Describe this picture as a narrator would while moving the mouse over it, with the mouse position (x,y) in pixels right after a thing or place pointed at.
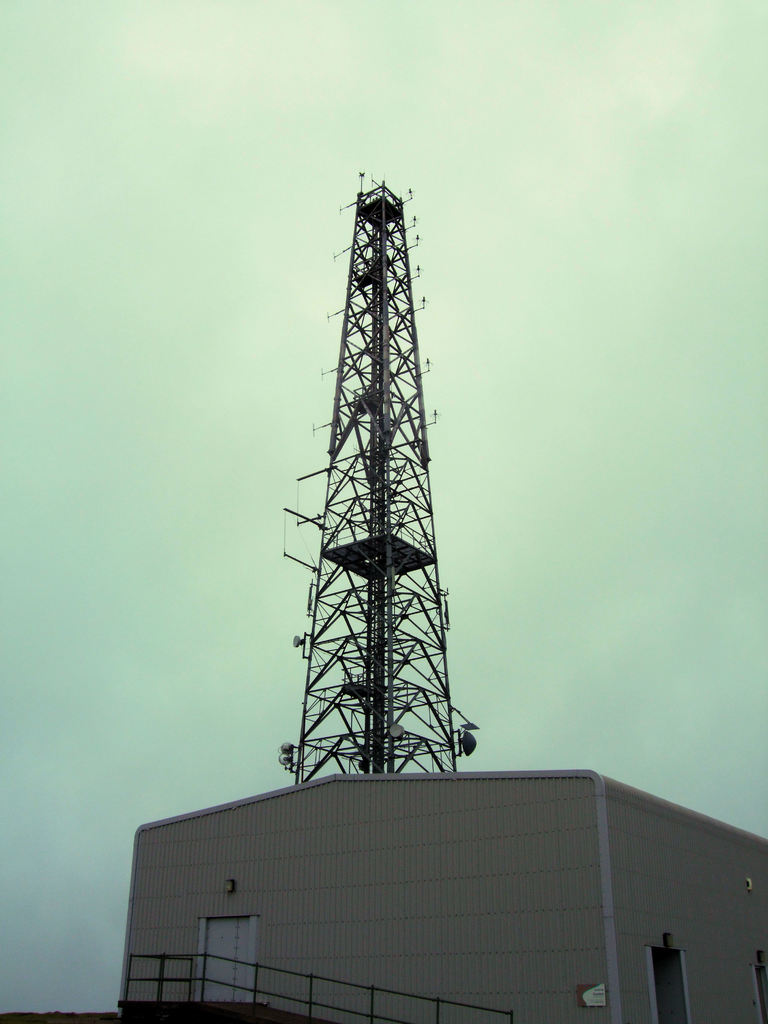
We can see building (485,916), railing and tower (377,752). In the background (338,733) we can see sky (697,365).
